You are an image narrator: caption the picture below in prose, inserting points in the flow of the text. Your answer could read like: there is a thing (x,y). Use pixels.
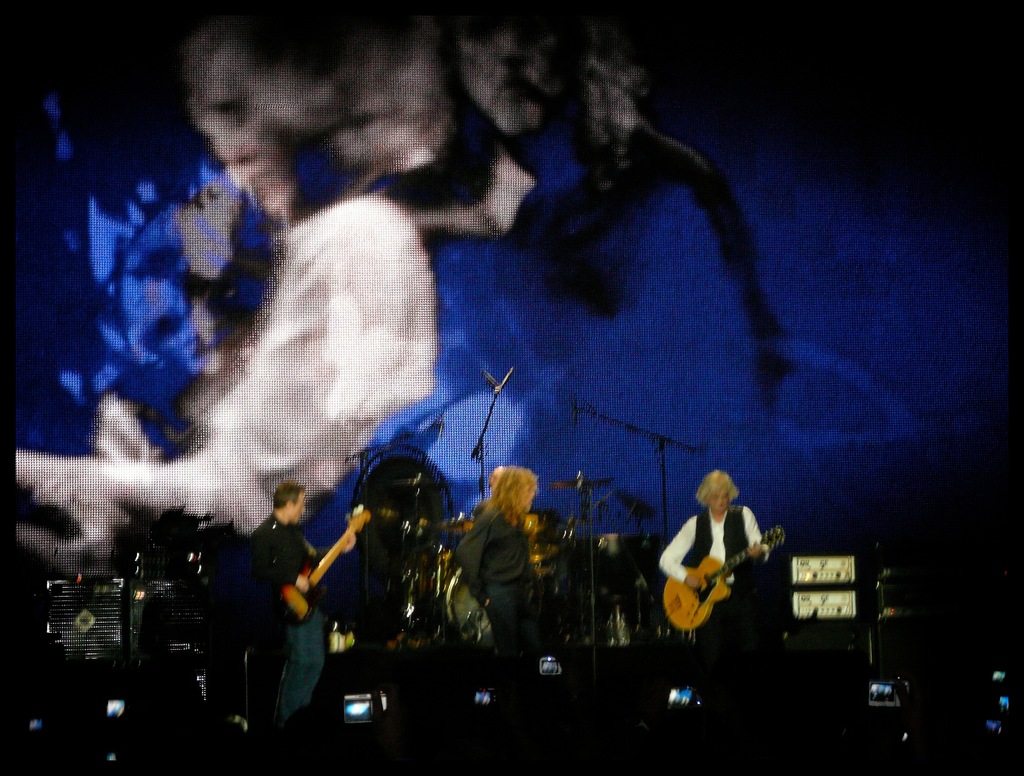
In the image we can see there are people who are standing on stage (419,679) and they are holding guitar (298,593) in their hand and a woman (511,577) is standing in between, at the back (565,633) there is drums (438,552) and on the screen (430,241) there is a picture (364,235) of a person (220,387).
